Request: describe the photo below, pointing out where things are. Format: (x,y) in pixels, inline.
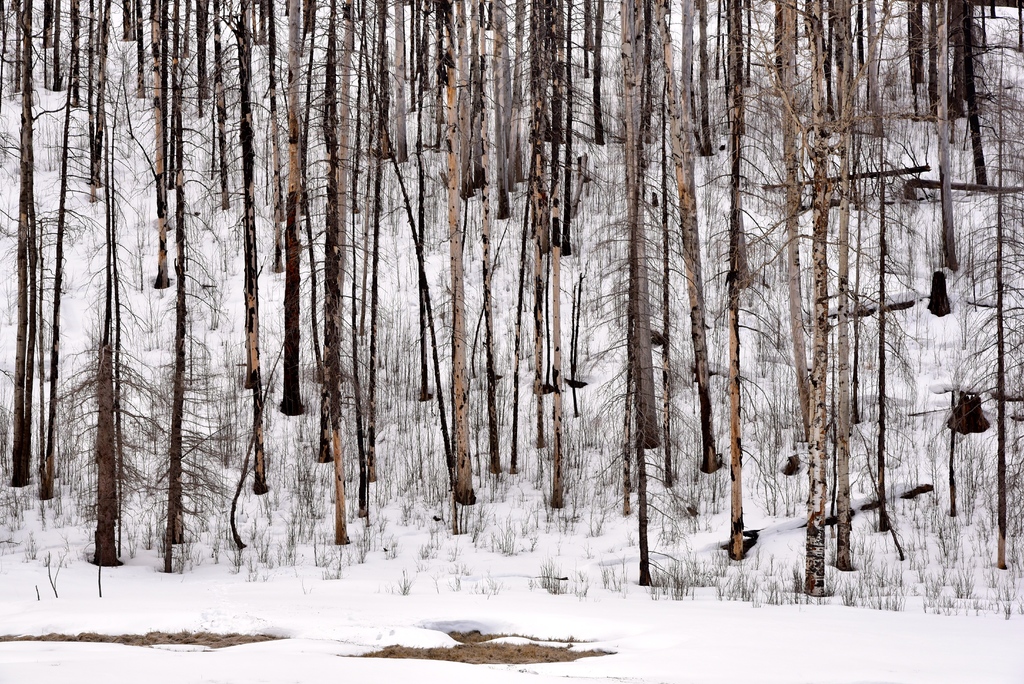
In this image there are many tree trunks (456,195) with some grass (488,656) are on the land (424,603) which is covered with snow (145,582).
